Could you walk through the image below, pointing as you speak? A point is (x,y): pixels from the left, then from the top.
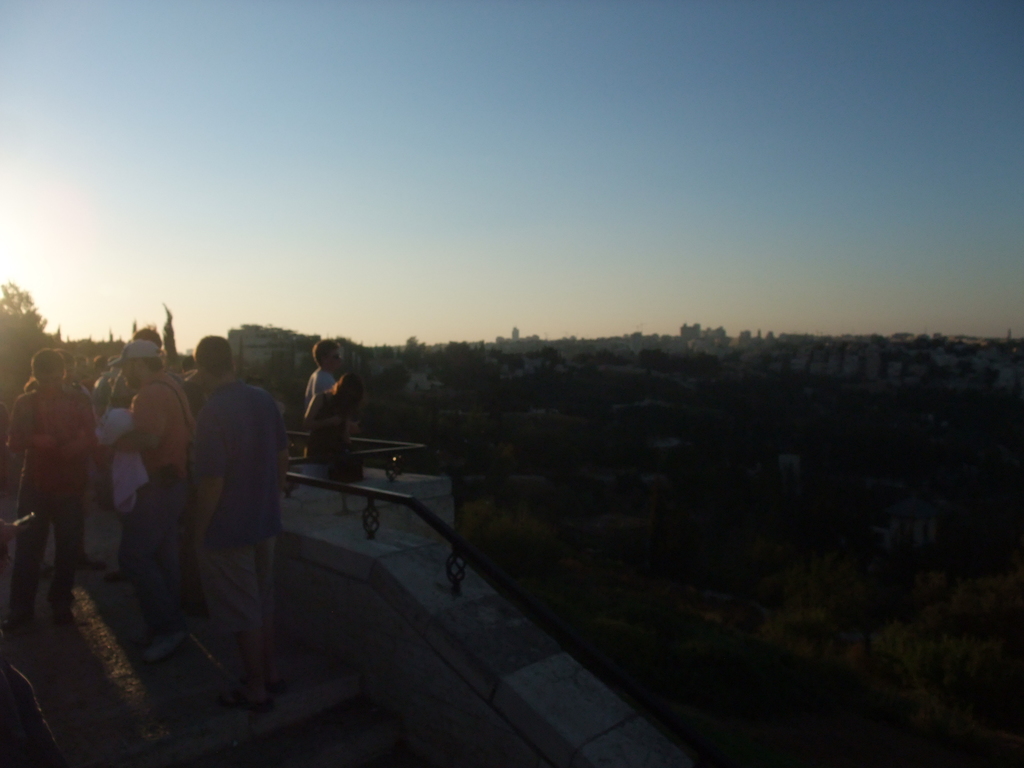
On the left side (208,446) there are some people (180,411) standing on the floor (121,621). Near to that there is steps (312,722) and railing (350,490). And the railing (370,527) is on the brick wall (435,661). In the back (542,445) there are trees (620,422), buildings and sky (476,253).
